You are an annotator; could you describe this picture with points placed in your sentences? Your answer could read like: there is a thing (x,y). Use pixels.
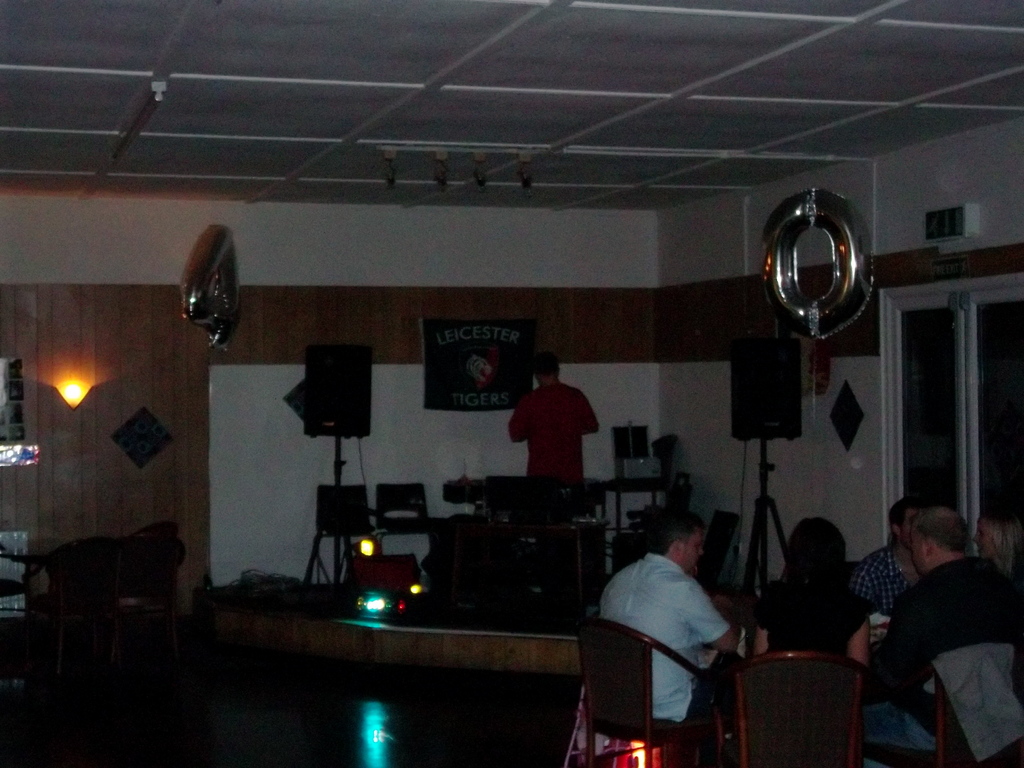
In this picture there are some group of friends (700,703) sitting on the chair (845,656). Behind there is a small stage (430,627) with some music instruments (583,545) and black color speakers (362,350). There is a man (544,411) wearing red color t-shirt (563,441) is standing behind the instruments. In the background (668,302) we can see brown and white wall (716,302).
